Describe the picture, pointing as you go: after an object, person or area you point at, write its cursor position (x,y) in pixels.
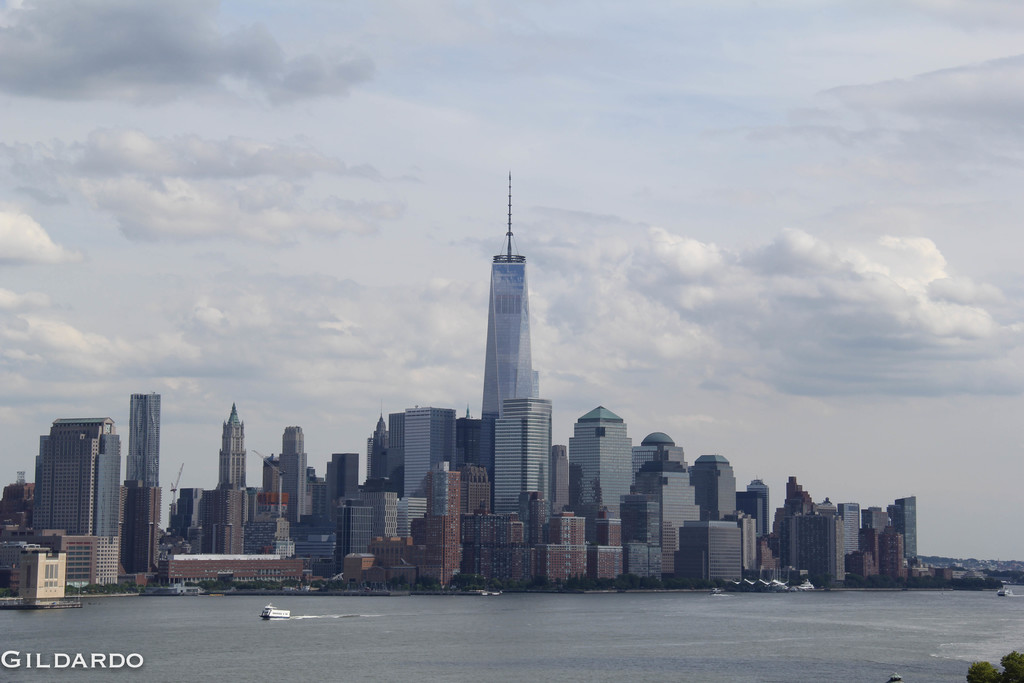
In this image I can see few buildings (331,553), windows (511,553), trees (587,575), sky (466,246) and few ships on the water surface (728,634).
